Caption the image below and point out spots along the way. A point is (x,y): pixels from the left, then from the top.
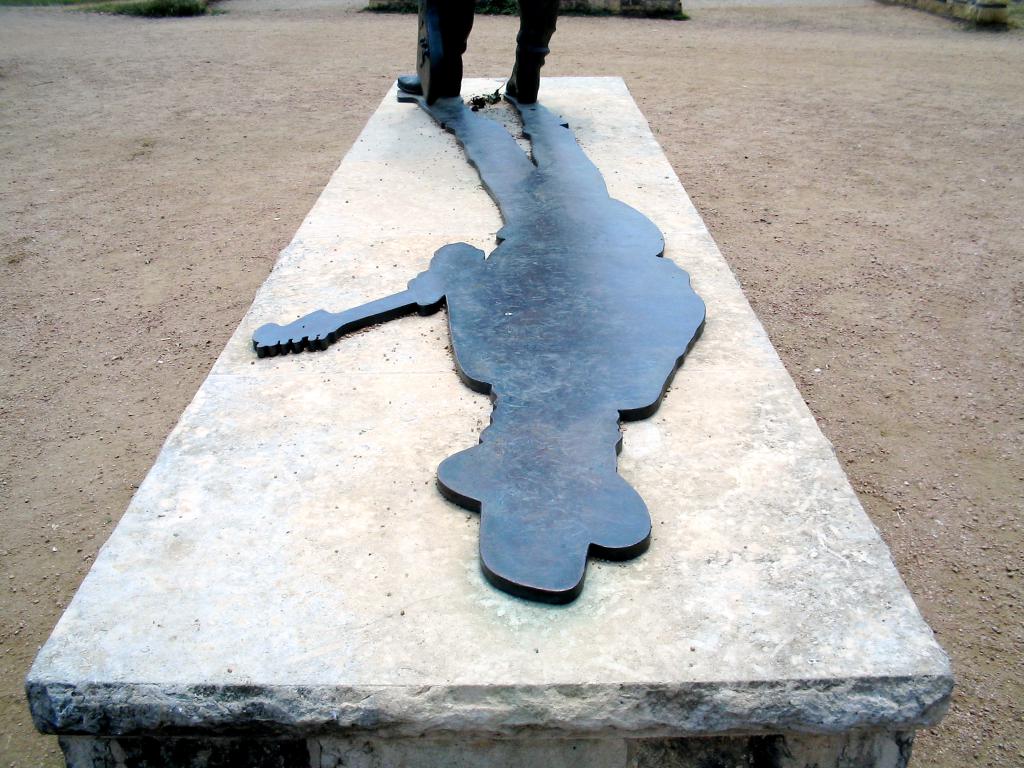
In this image there is a wall (369,596). There is a sculpture (445,65) on the wall (360,635). Around it there is the ground (726,128).
